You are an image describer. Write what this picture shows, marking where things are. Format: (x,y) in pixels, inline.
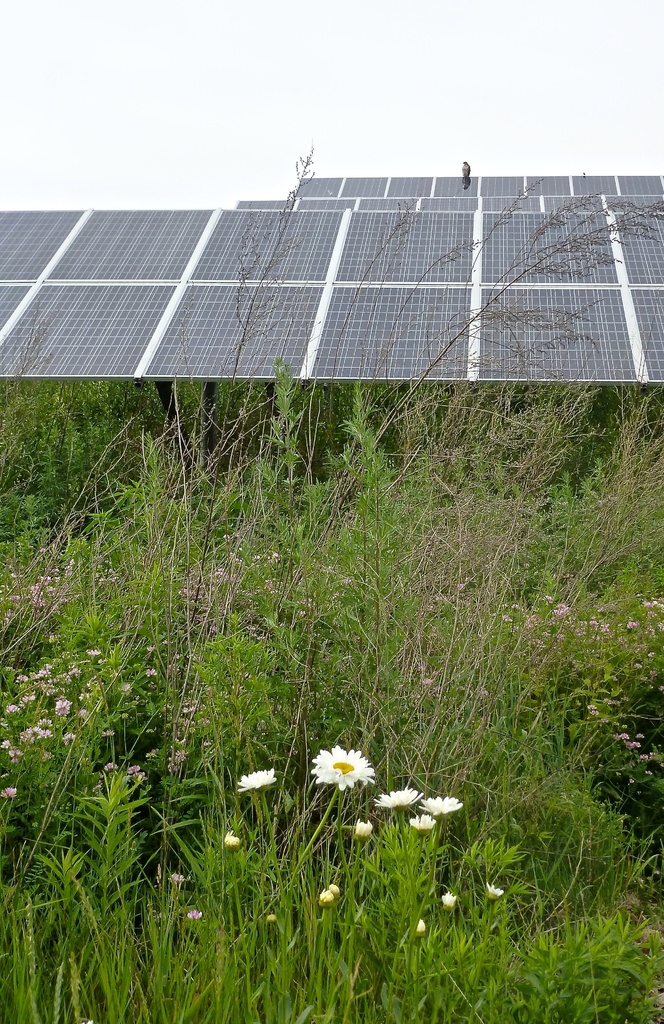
In this image I can see some grass (277,547), few plants (290,648) and few flowers (341,758) which are white and yellow in color. In the background (458,357) I can see few solar panels (363,265) and on the solar panel (462,192) I can see a bird (461,169) and I can see the sky (215,140).
